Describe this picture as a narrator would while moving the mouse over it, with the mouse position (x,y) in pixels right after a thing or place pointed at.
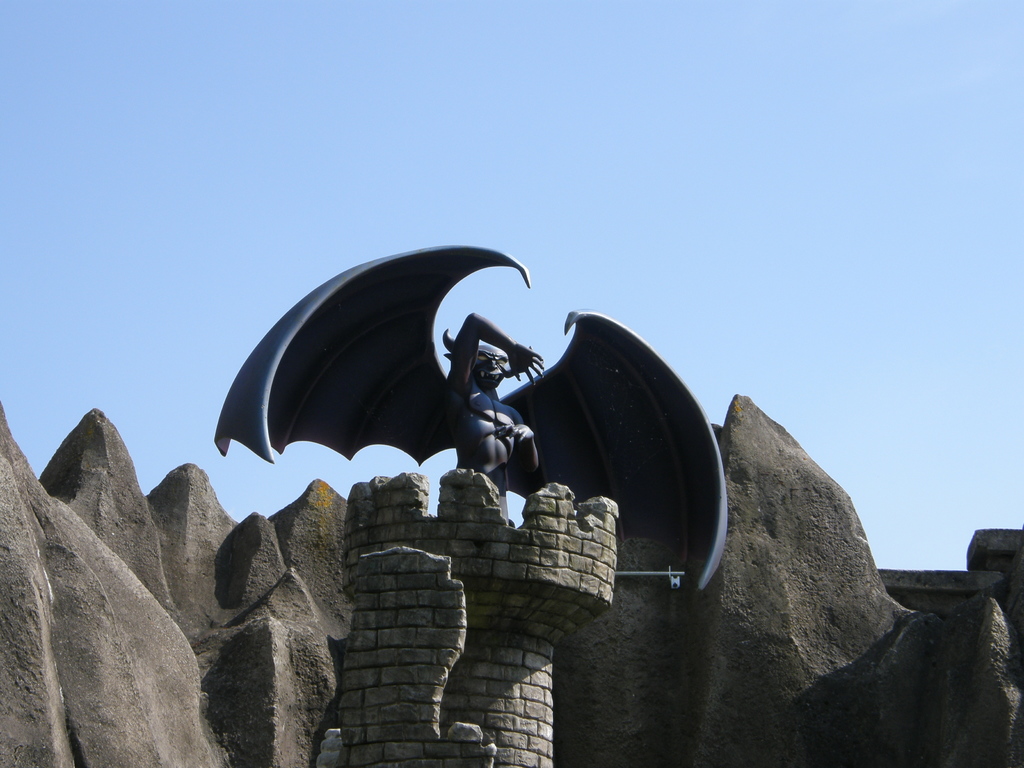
In the picture we can see a artificial rocks (121,663) and a gargoyle sculpture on it and in the background (927,173) we can see a sky (83,121).
